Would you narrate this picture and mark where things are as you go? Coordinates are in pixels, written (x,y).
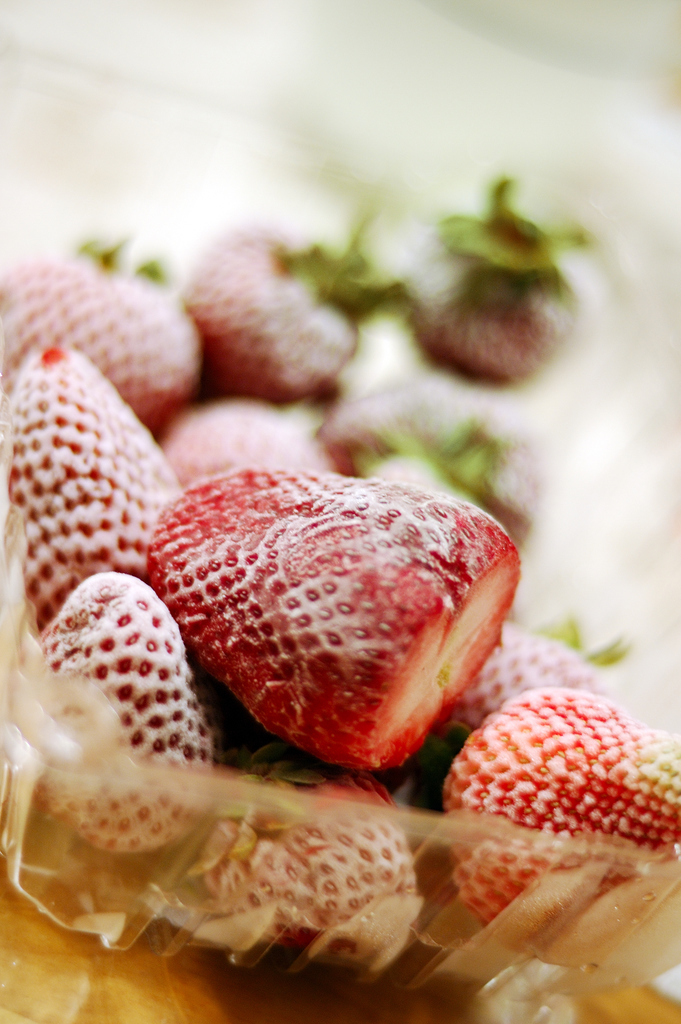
In this image there are a few strawberries (344,470) in a plastic container (38,681).
